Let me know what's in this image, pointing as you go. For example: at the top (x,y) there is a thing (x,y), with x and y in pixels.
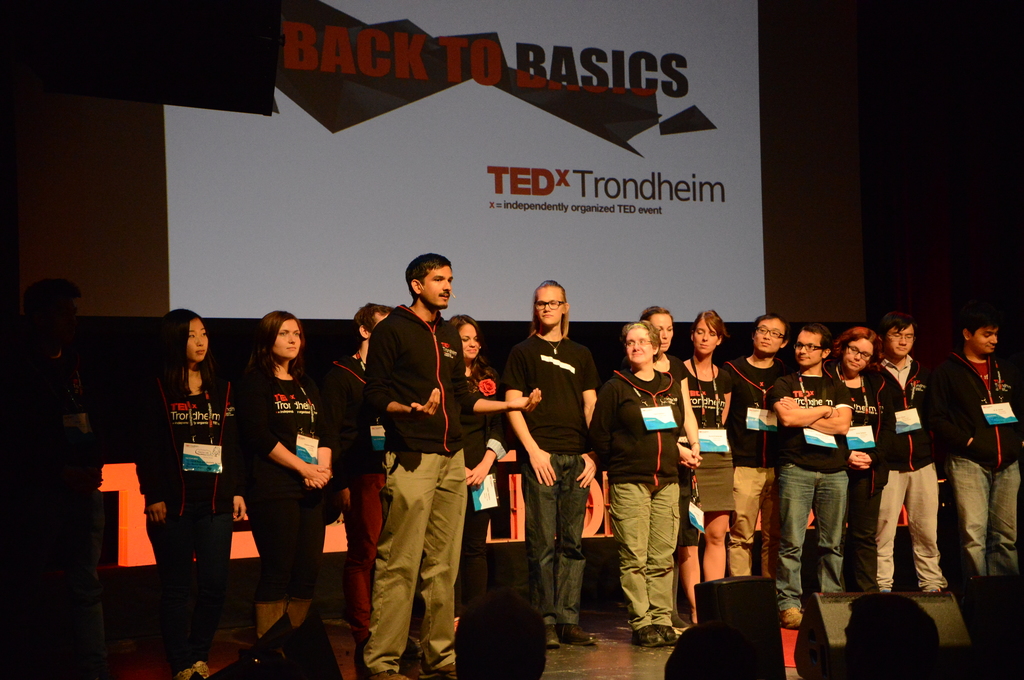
In this picture we can see some people (740,490) are standing, in the background (467,238) there is a screen (425,211), we can see some text (584,59) on the screen (591,78), these people (723,382) wore tags (648,421).
